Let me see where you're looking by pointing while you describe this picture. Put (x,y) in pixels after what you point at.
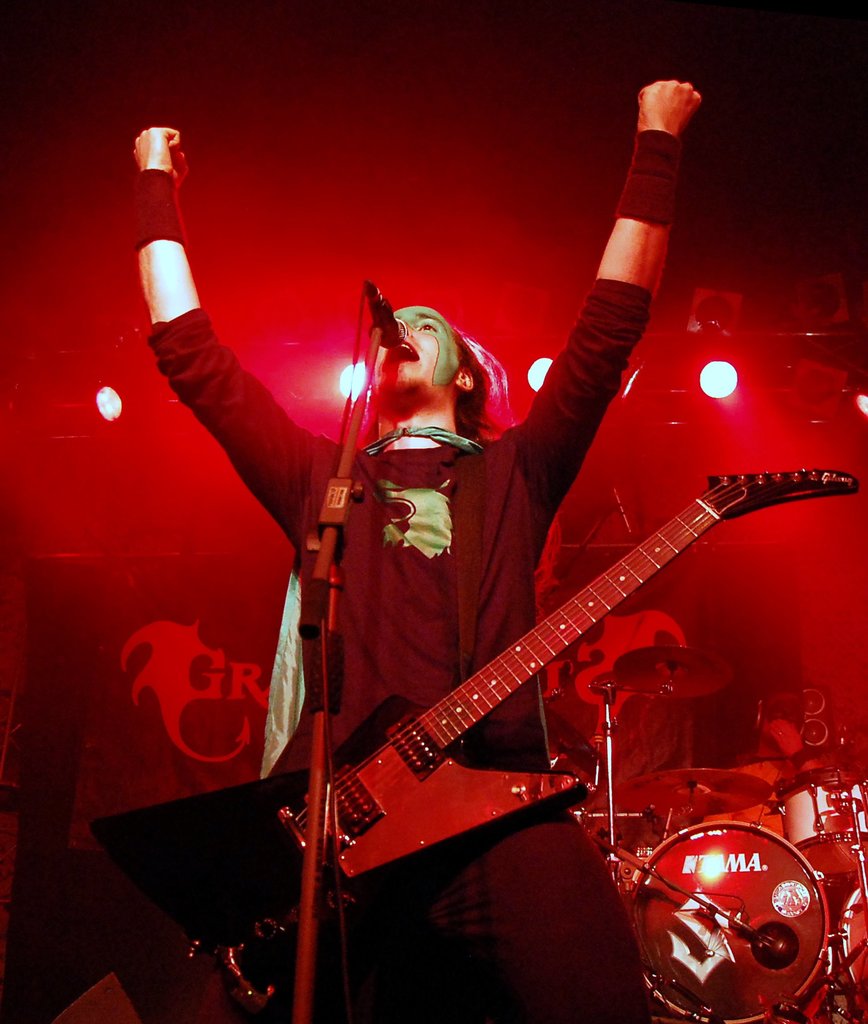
In this image I can see a man (358,528) is standing and he is carrying a guitar (327,865). I can also see a mic (381,311) in front of him. In the background (781,804) I can see a drum set (713,778) and few lights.
